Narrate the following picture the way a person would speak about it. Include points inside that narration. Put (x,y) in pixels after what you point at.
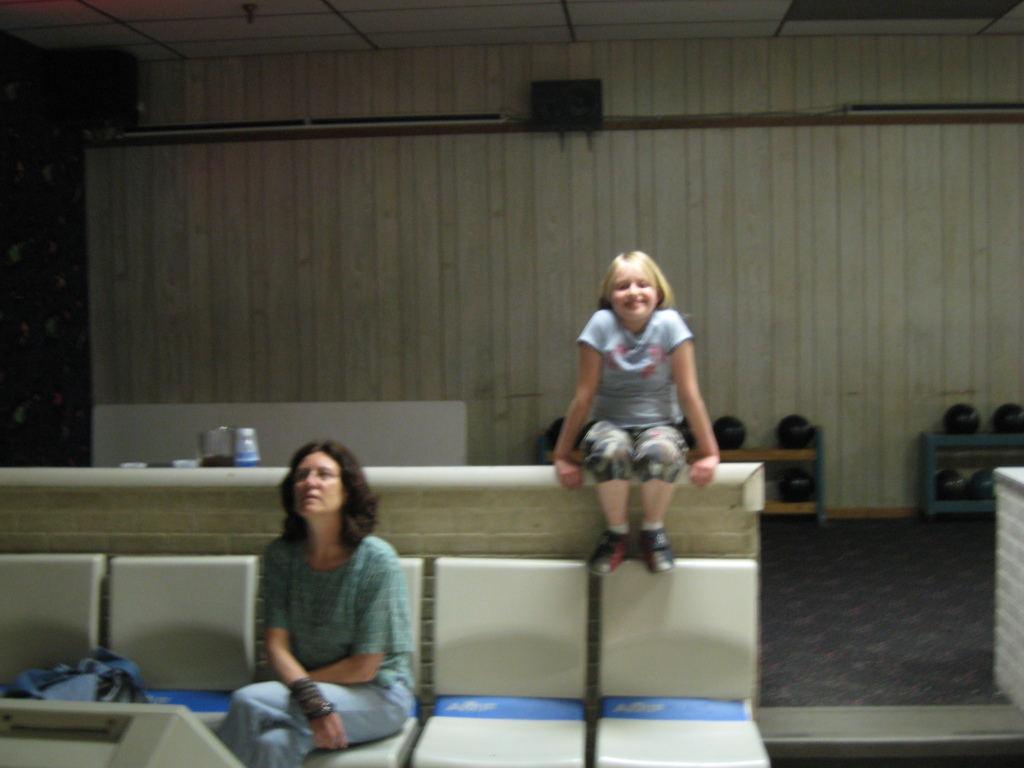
In this image there is a girl (575,468) sitting on the wall (562,487), there is a person (387,610) sitting on one of the chairs (437,752), there is a bag (96,681) on one of the chairs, few spherical balls (803,435) on the tables (812,448), black color objects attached to the wall (477,112), few objects (225,448) beside the wall (751,175) and the ceiling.
